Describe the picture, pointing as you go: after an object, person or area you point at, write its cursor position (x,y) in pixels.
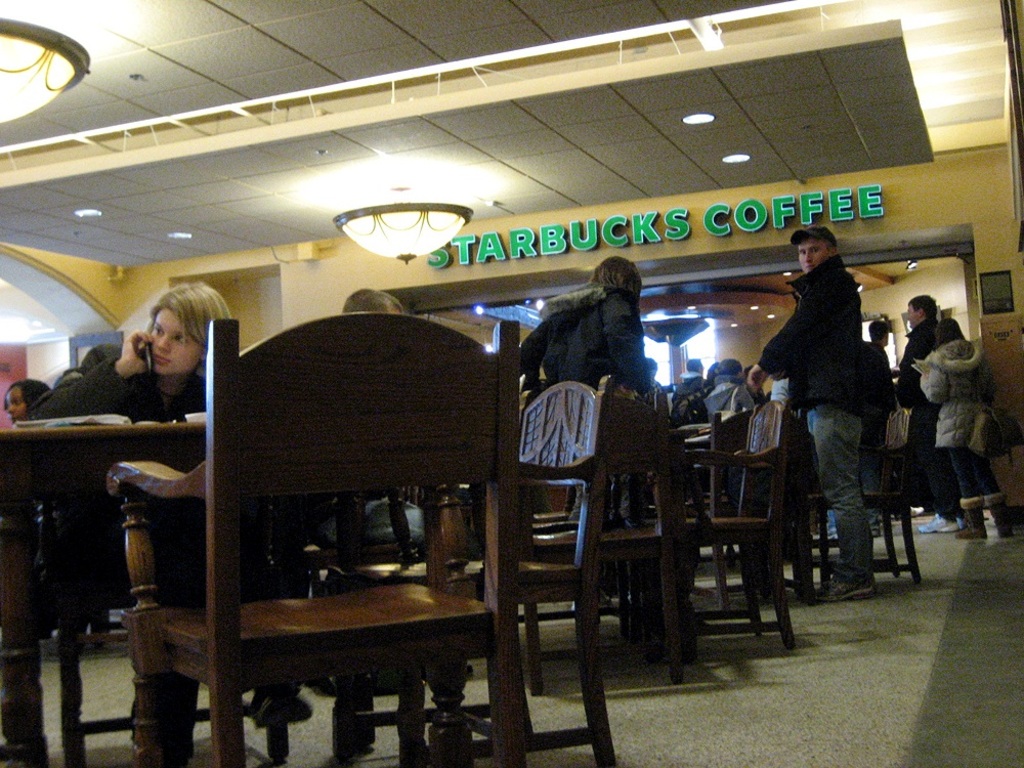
This image shows the Starbucks coffee shop (530,284) in which there are few people (831,352) who are sitting on the chair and there is a table (165,438) in front of them. At the top (404,195) there is ceiling (363,170) and light (384,204).
